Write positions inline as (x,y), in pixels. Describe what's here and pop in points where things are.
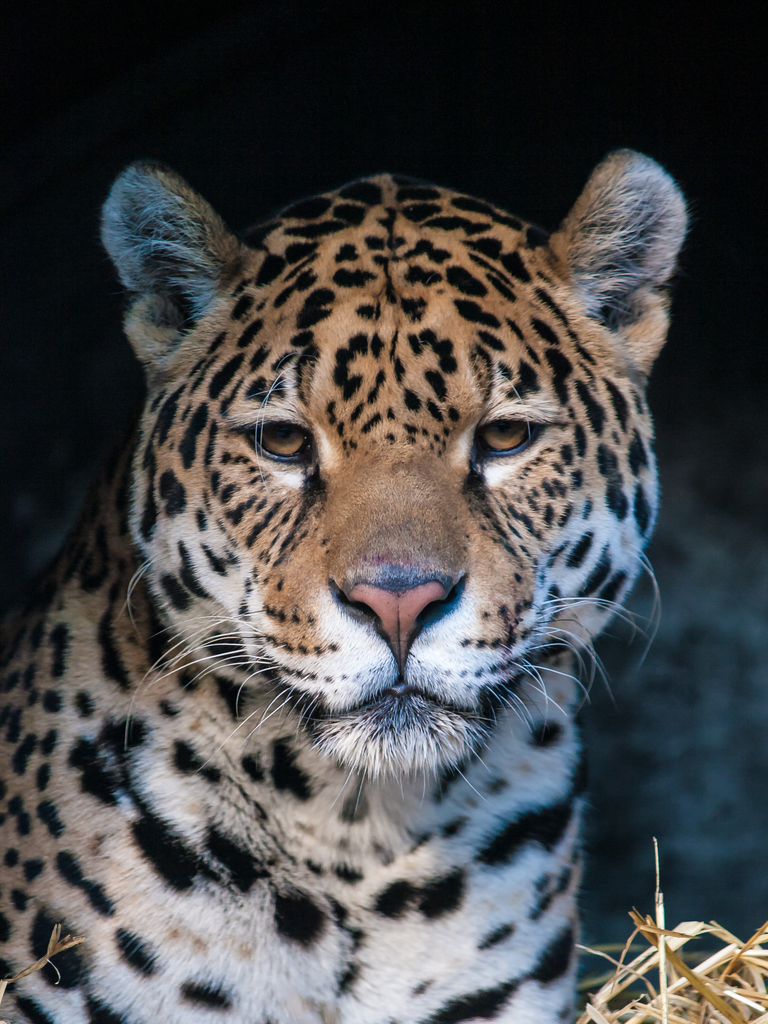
Here we can see a jaguar (387,464) and there is a dark background (660,67).
